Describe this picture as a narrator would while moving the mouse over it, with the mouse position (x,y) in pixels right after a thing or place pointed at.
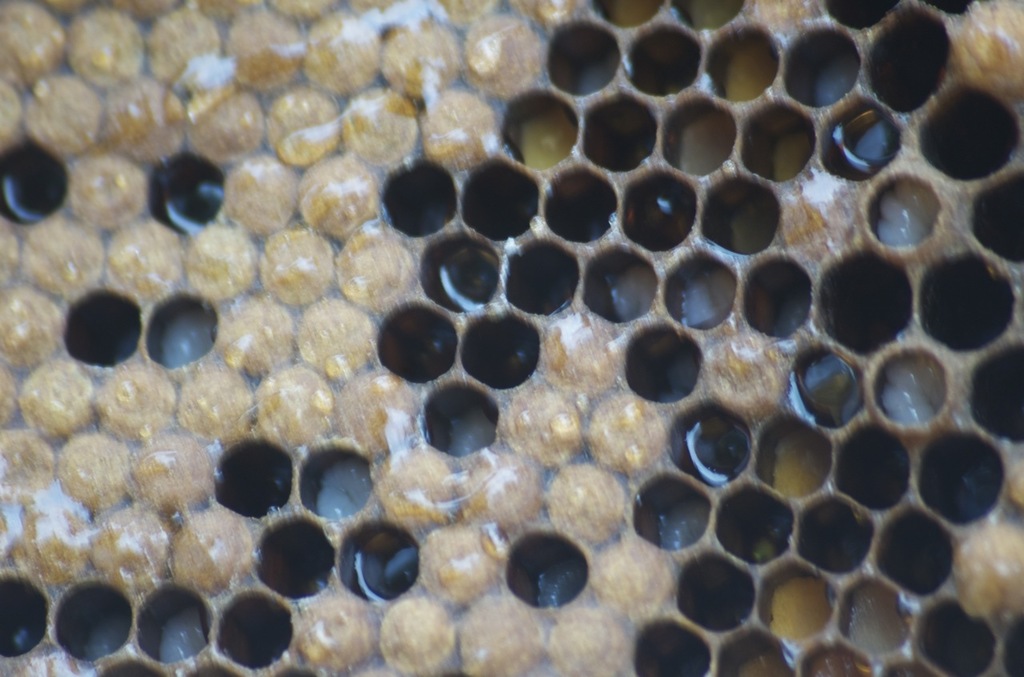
In this image I can see the honeycomb (399,288) which is in brown and cream color.
